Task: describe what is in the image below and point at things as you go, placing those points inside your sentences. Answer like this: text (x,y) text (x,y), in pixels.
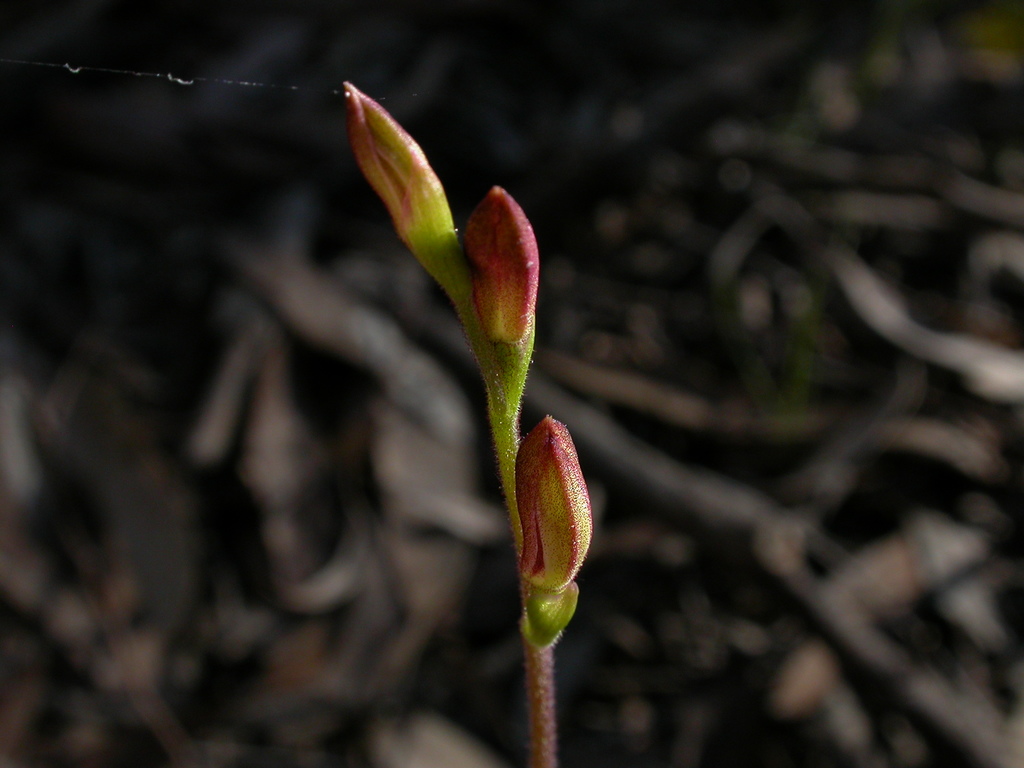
In the picture we can see a plant (559,592) with three flower buds (542,437) which are pink in color with some green color shade on it and in the background (1009,529) we can see dried twigs (606,422).
